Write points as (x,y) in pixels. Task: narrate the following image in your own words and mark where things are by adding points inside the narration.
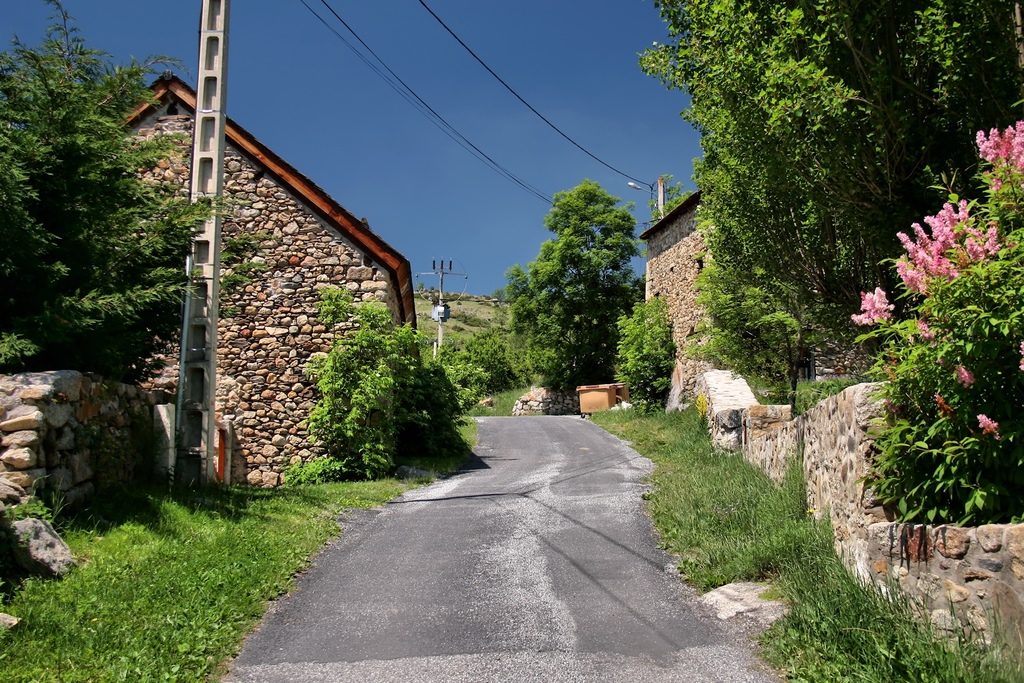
In this image, at the middle (588,451) there is a road (528,656), at the left side (41,448) there is a stone wall (70,427) and there is a pole (206,184), there is a house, at the right side (850,511) there is a wall (865,409) and there are some green color trees (824,246), at the top (512,38) there is a sky (513,51) which is in blue color.
